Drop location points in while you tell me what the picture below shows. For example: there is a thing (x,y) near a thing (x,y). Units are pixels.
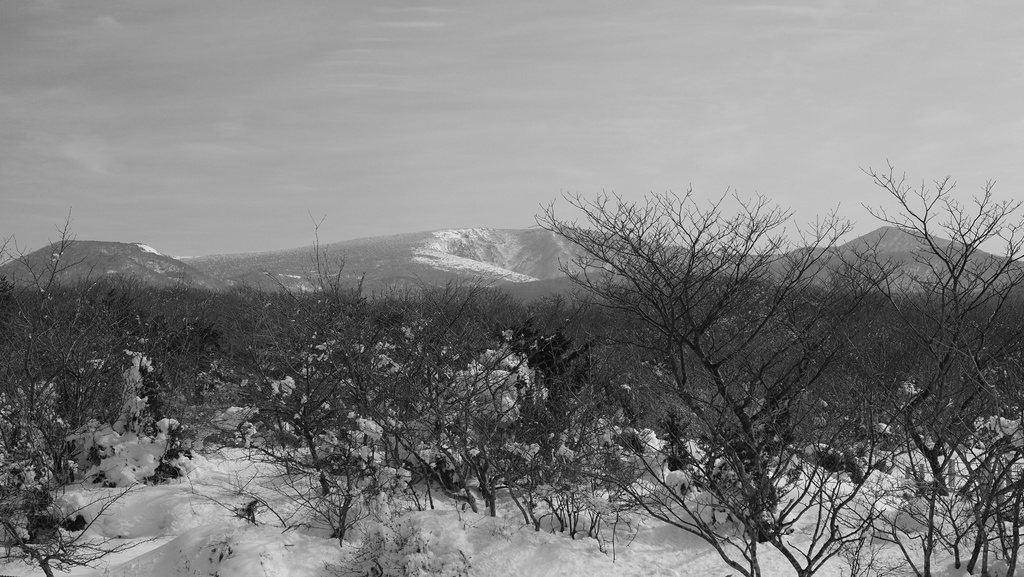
In this image I can see a dry trees (772,341), snow (514,514) and mountains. The image is in black and white color.
